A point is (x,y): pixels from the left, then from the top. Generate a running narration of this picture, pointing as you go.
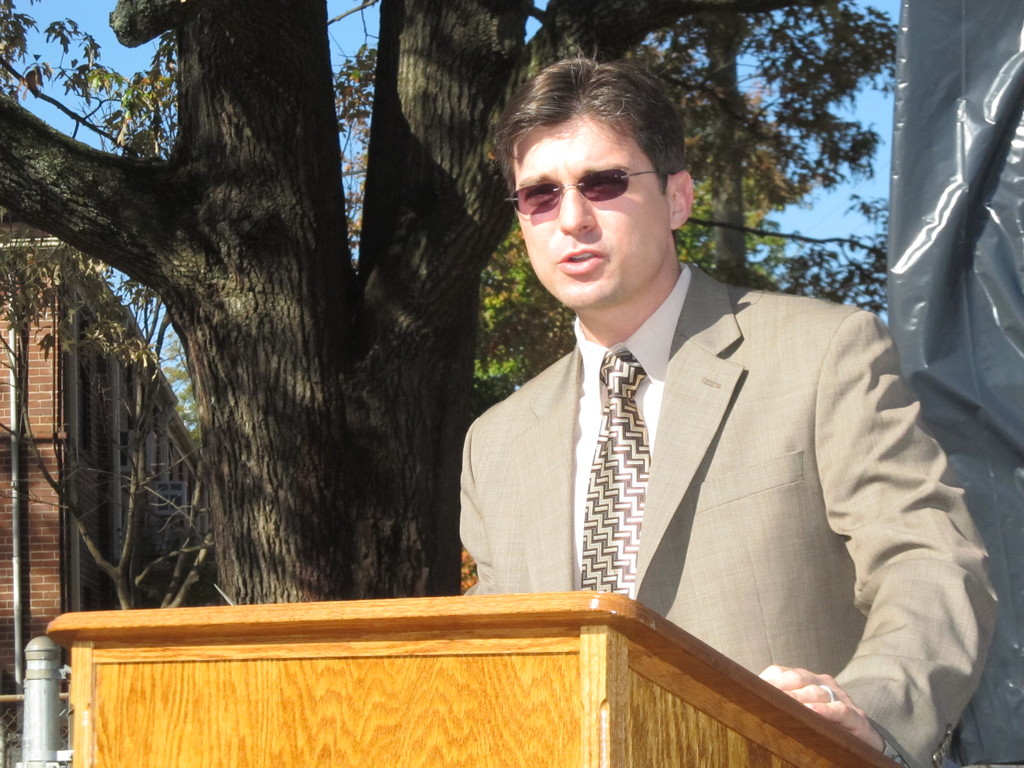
To the bottom of the image (217,700) there is a wooden podium (535,659). In front of the podium (271,605) there is a man (771,369) with grey jacket (703,452), white shirt (656,433) and a tie (612,480) is standing. To the right corner of the image (911,300) there is a cover (967,312). And to the left corner of the image (107,533) there is a building (58,466) with brick wall (42,385) and pipe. In the background (53,485) there are trees (279,104).
